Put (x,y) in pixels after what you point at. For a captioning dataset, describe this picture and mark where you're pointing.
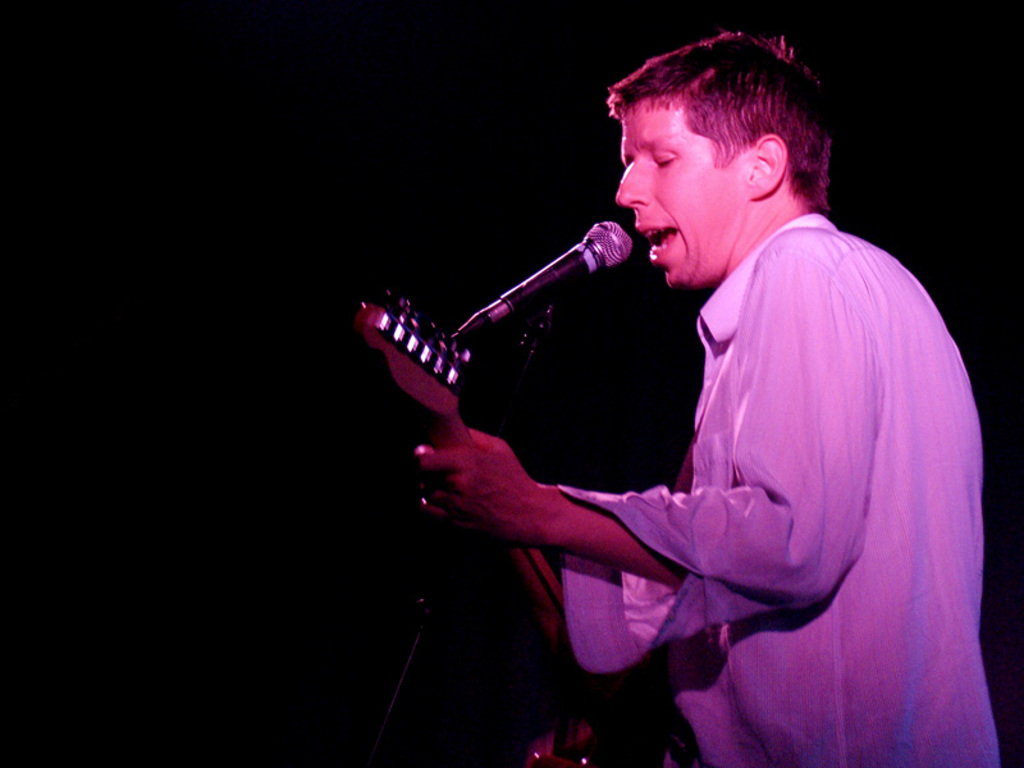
This picture is clicked in a musical concert. The man (882,645) in white shirt (741,445) is holding guitar (429,363) in his hands (498,505) and playing it. He is even singing song on microphone (457,330).
